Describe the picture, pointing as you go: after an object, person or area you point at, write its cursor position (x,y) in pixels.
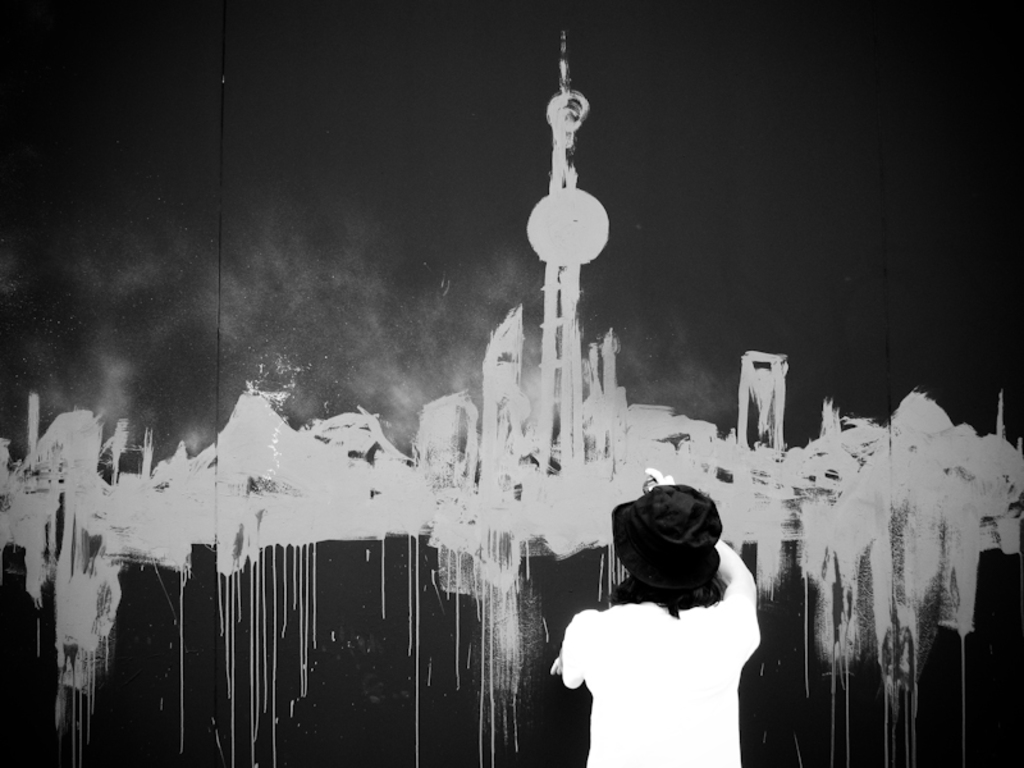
On the right side (689,597), there is a person (669,680) in white color T-shirt (672,653), painting on the wall (578,335). In this painting (578,335), there is a tower (578,335) and there are some objects (467,413). And the background of this painting (831,615) is dark in color.
